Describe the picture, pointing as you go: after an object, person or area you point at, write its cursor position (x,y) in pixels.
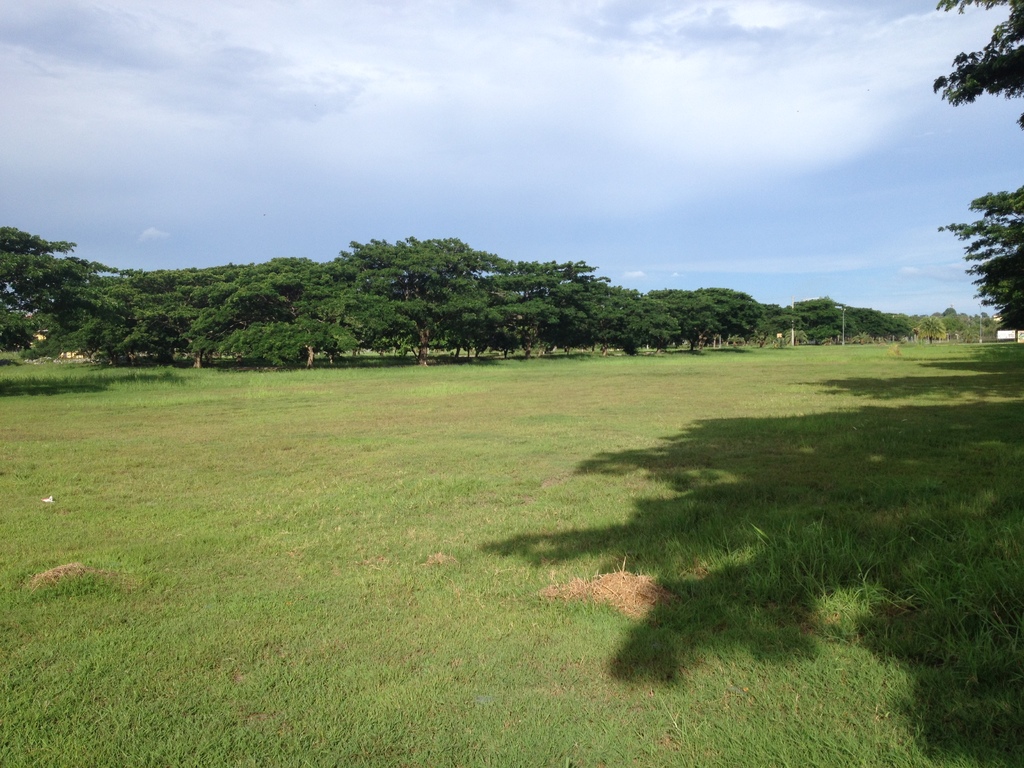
In this image in the front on the right side (984,200) there are leaves (1005,266). In the center (485,473) there is grass (441,450) on the ground (370,388). In the background (214,316) there are trees (574,292) and the sky (733,140) is cloudy.
